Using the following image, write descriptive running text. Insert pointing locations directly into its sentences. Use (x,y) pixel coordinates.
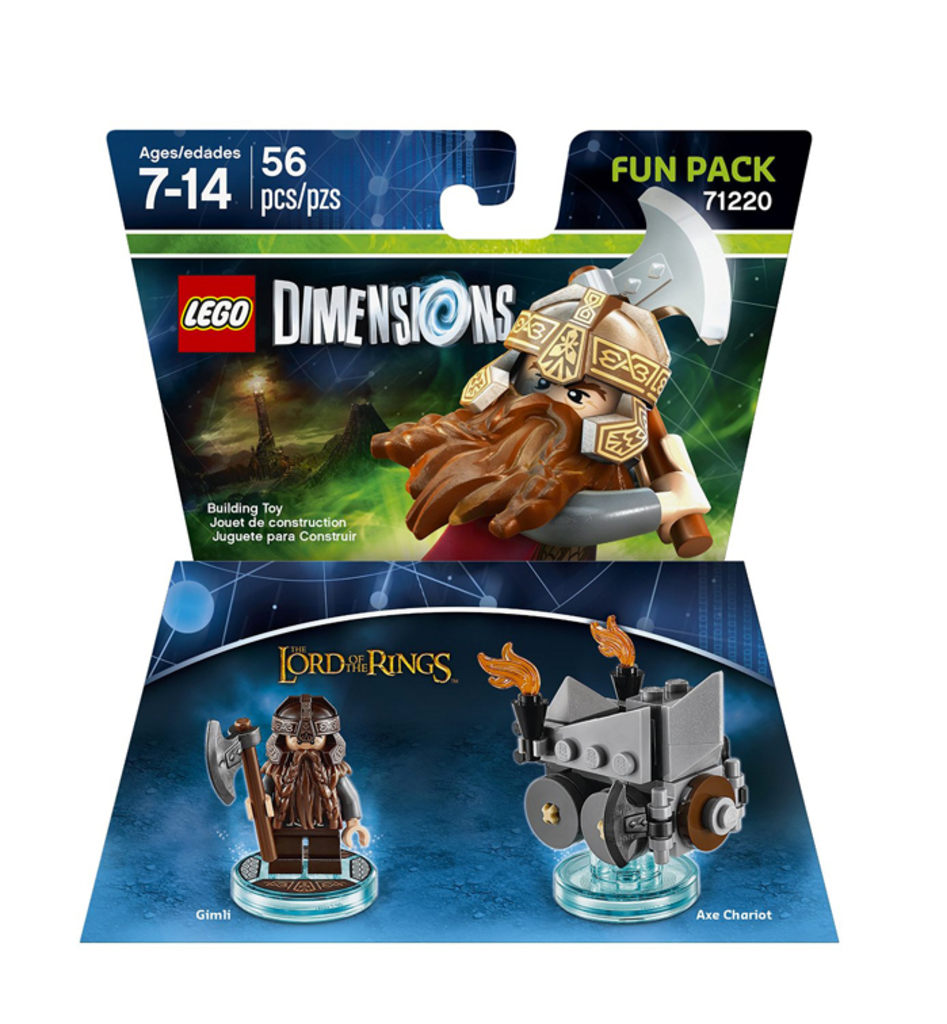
In this picture we can see two posters (580,805), here we can see animated images (589,801) and some text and in the background (618,973) we can see it is white color.
